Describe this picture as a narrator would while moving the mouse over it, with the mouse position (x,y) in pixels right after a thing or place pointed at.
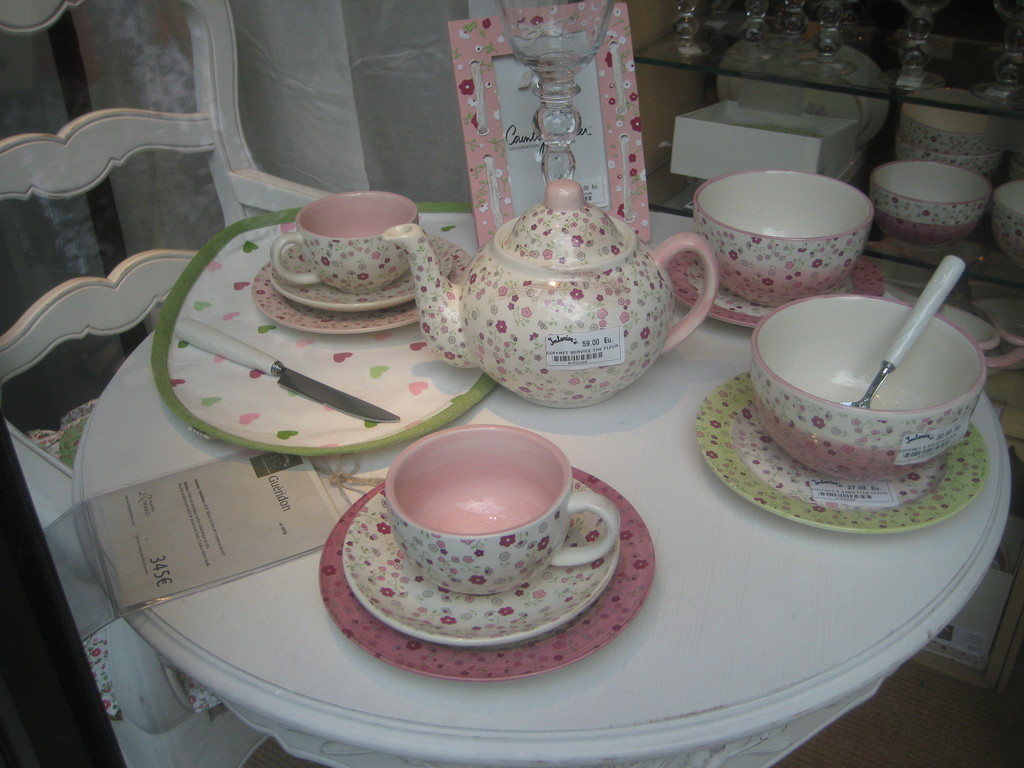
Here I can see a table (652,622) on which bowls (814,337), cups (314,261), saucers (308,296), knife (364,413), teapot (520,304) and some other objects (593,155) are placed. Beside the table (133,408) there is a chair (110,134). In the top right-hand corner (801,147) a box (823,145), few bowls (908,163) and glasses (827,27) are placed in a shelf (967,76). In the background (425,71) there is a wall (341,130).
